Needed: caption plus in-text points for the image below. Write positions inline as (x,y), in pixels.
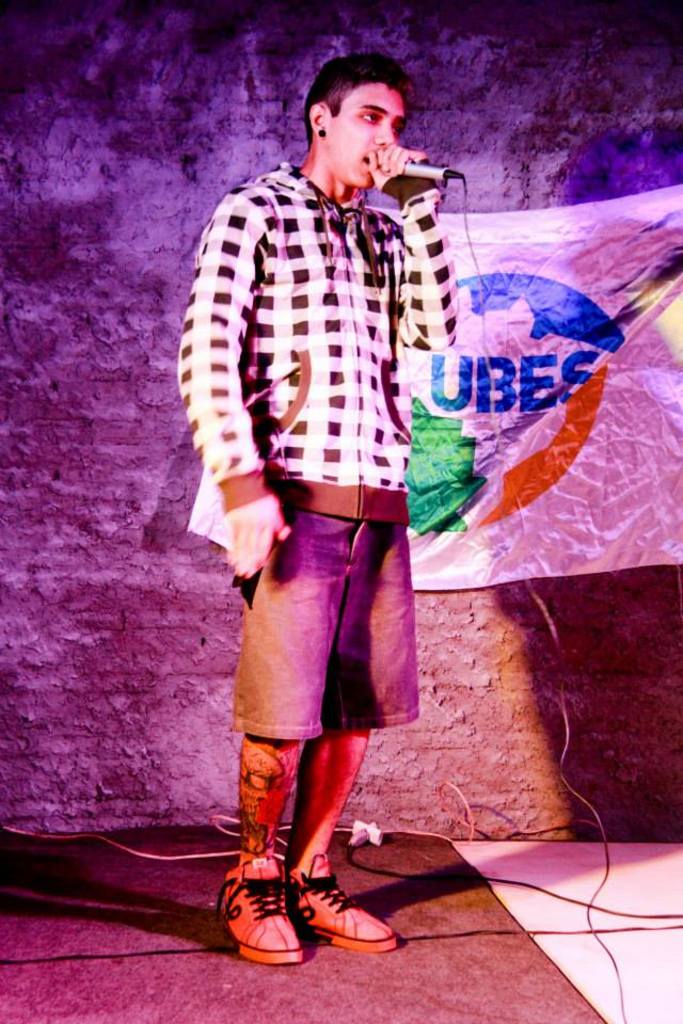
In the center of the image (337,539) we can see a man (350,379) standing and holding a mic (422,174). In the background (535,483) there is a board (569,353) and a wall (152,584). At the bottom (562,933) there are wires (625,916).
